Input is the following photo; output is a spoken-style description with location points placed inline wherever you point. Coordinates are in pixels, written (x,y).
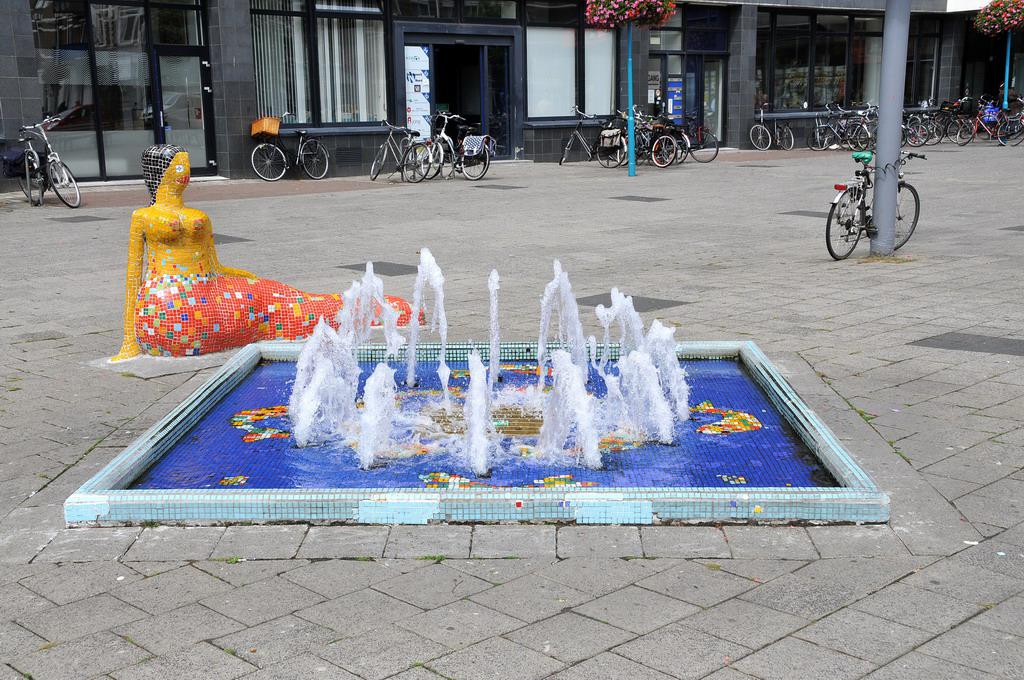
In this picture we can see a fountain (336,400) with water (371,284), statue (149,169), bicycles (61,174) on the ground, poles (883,89), basket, windows (343,79) with curtains (286,97), flowers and in the background (128,99) we can see buildings (326,144).
